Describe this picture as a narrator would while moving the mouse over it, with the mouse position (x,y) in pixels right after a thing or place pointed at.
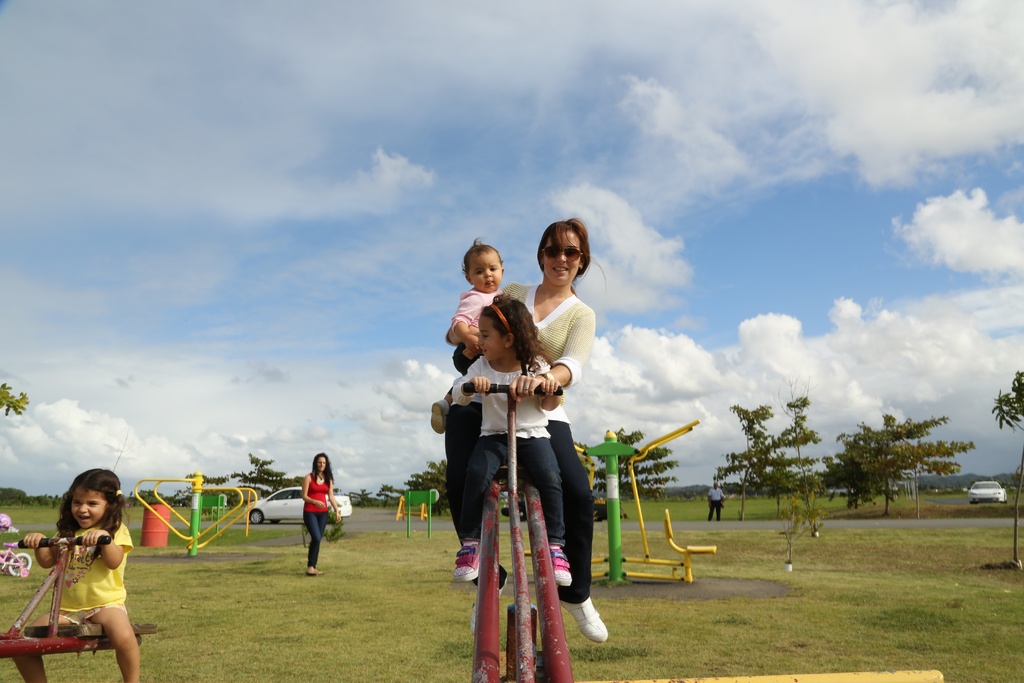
In this image I can see the group of people (452,496) and I can see few metal objects (493,582) in the park (613,608). In the background (660,359) I can see many trees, clouds (673,352) and the sky (129,144).
